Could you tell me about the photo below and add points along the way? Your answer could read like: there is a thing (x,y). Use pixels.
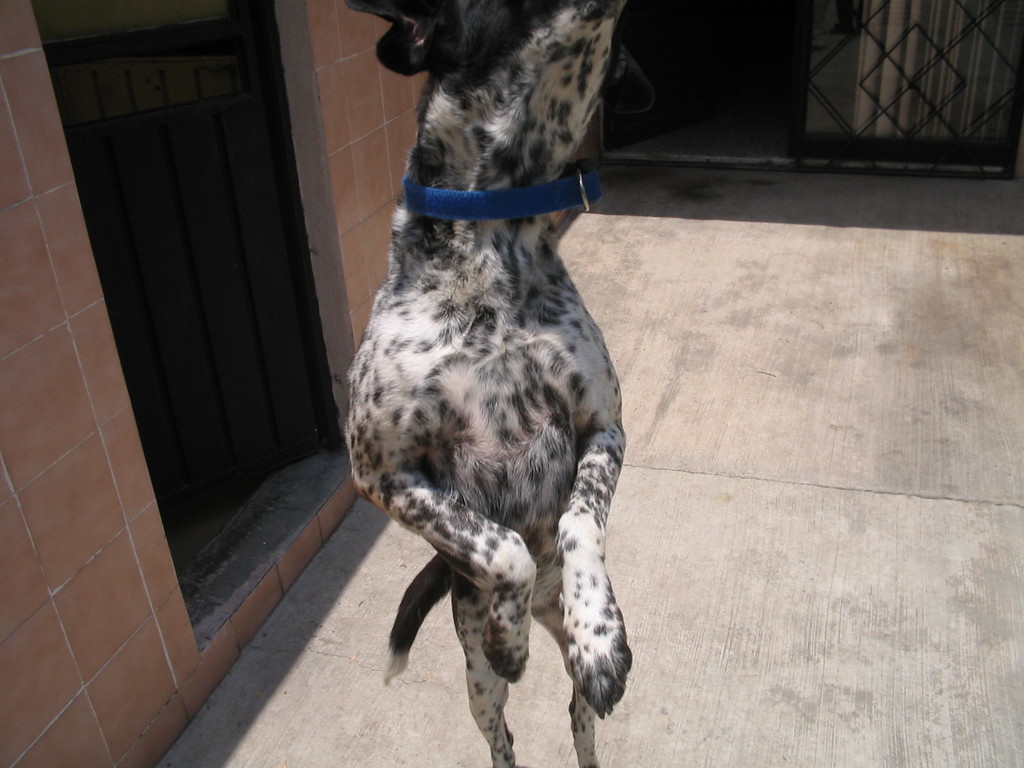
In this image I can see a dog (466,382) which is in white and black color. Back I can see a wall (355,79) and black color gate (197,114).
